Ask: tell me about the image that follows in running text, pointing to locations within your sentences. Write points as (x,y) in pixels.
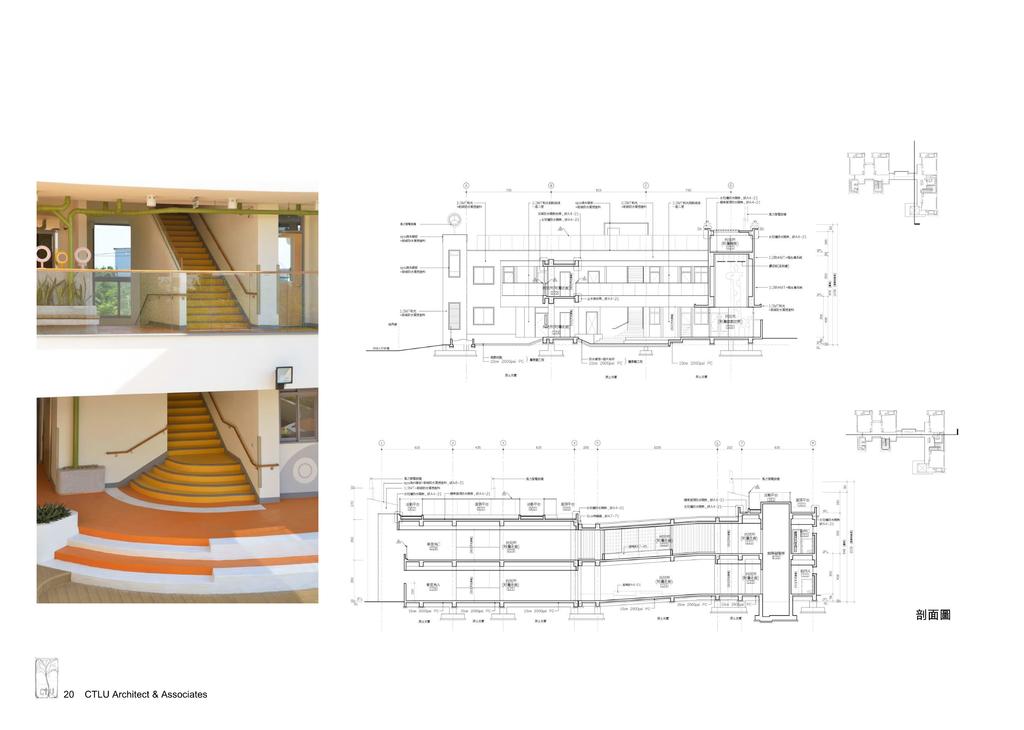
In this image in the center (475,341) there is a drawing (550,565), and on the left side (222,467) there are some stairs (191,261) and building (295,479).
